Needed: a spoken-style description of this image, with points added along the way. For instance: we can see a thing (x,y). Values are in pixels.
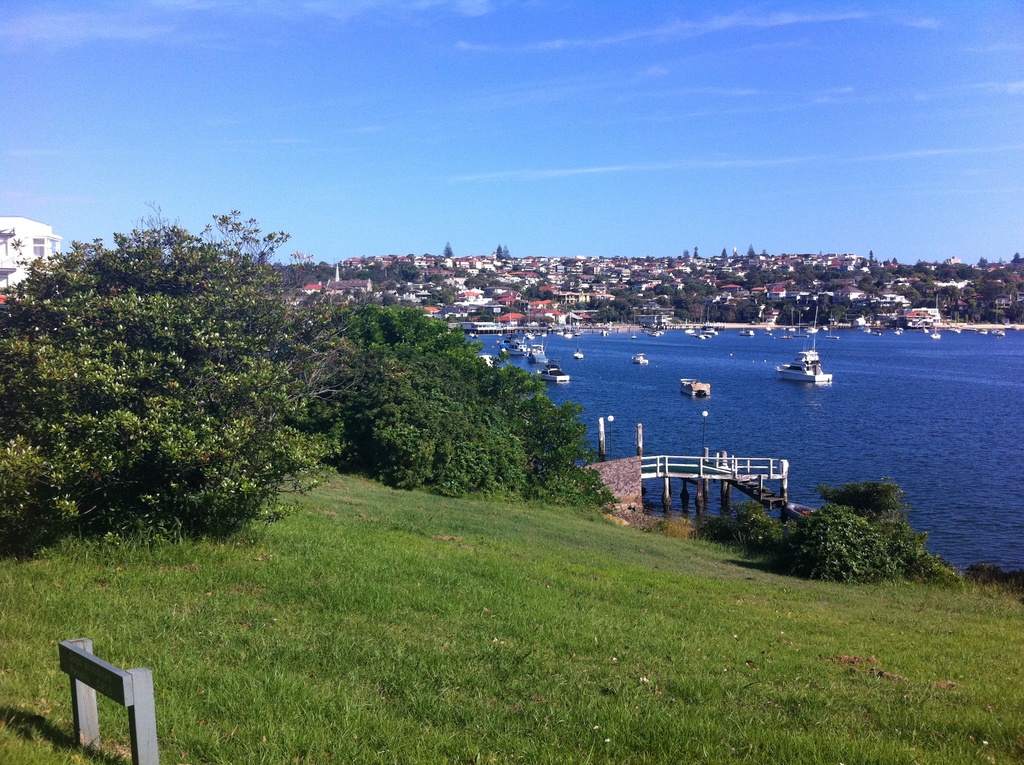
At the bottom of the picture (415,565), we see grass (556,663). Beside that, there are trees (467,383) and we see the boats (635,363) are sailing in the water (920,467). There are many trees (420,305) and buildings (643,288) in the background (656,285). At the top of the picture (474,192), we see the sky (742,227).
